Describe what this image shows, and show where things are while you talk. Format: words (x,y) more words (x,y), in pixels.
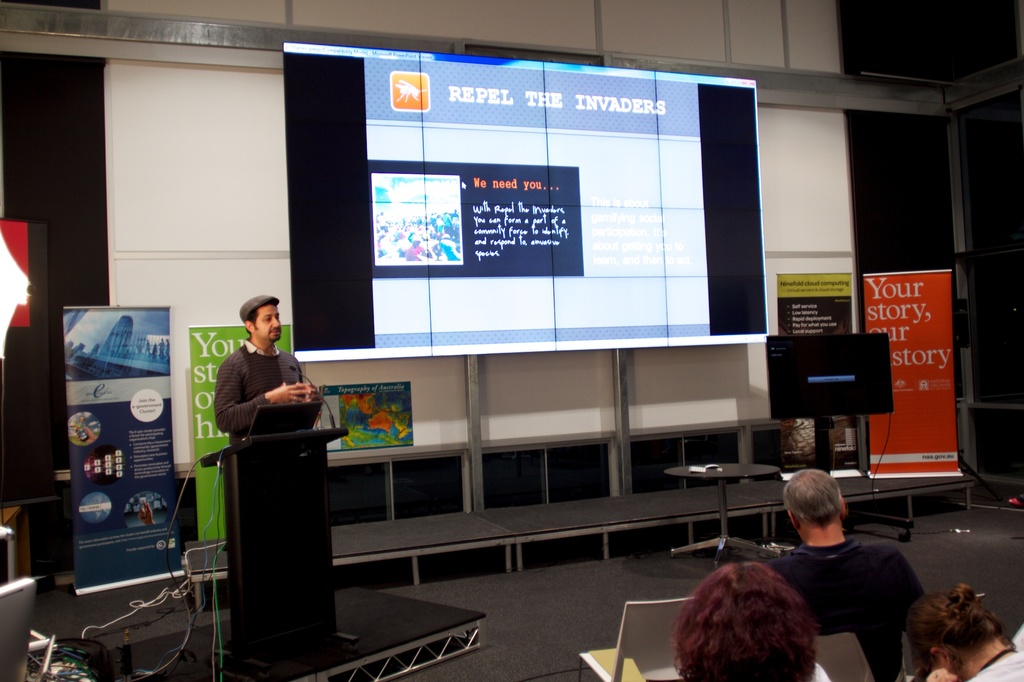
In this image there are people (794,571), chairs (673,616), banners (912,300), board (329,427), screens (831,397), podium (279,437), table (719,477), wall (243,216) and objects (15,640). Among them one person (250,419) is standing. In-front of that person (245,374) there is a podium (266,462) along with a laptop (288,421). Something is written on the banners (894,301) and screen (573,248).
